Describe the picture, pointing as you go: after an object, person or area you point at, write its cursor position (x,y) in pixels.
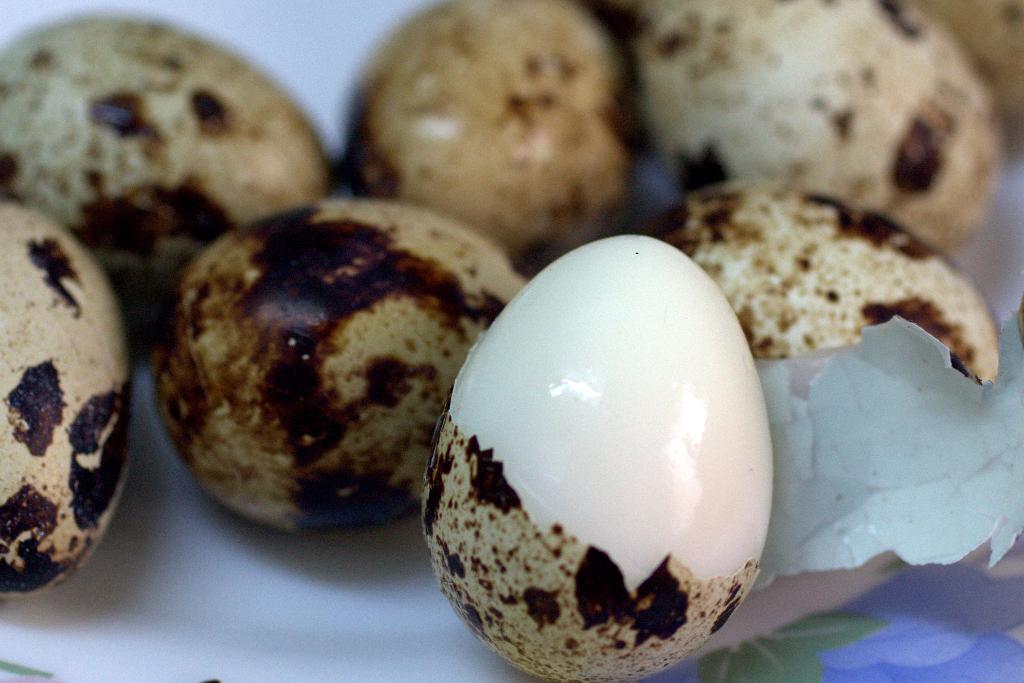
In the image there are boiled eggs (422,193) in a plate (301,656).
